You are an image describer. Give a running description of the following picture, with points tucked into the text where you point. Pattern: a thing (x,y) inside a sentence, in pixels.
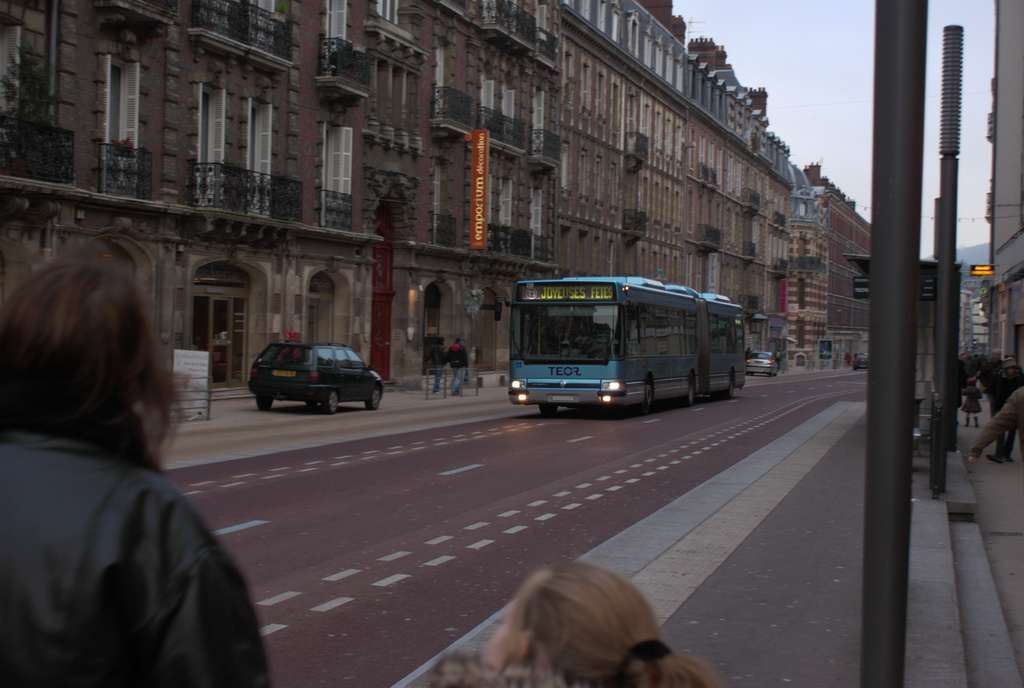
In this image in the front (900,398) there are persons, there is a pole (891,481). In the center (359,383) there are vehicles (324,375) moving on the road (724,392), there are persons (463,378) walking, there are poles (945,329) and boards (190,395) with some text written on it. In the background (459,211) there are buildings (963,278) and the sky (866,64) is cloudy.
